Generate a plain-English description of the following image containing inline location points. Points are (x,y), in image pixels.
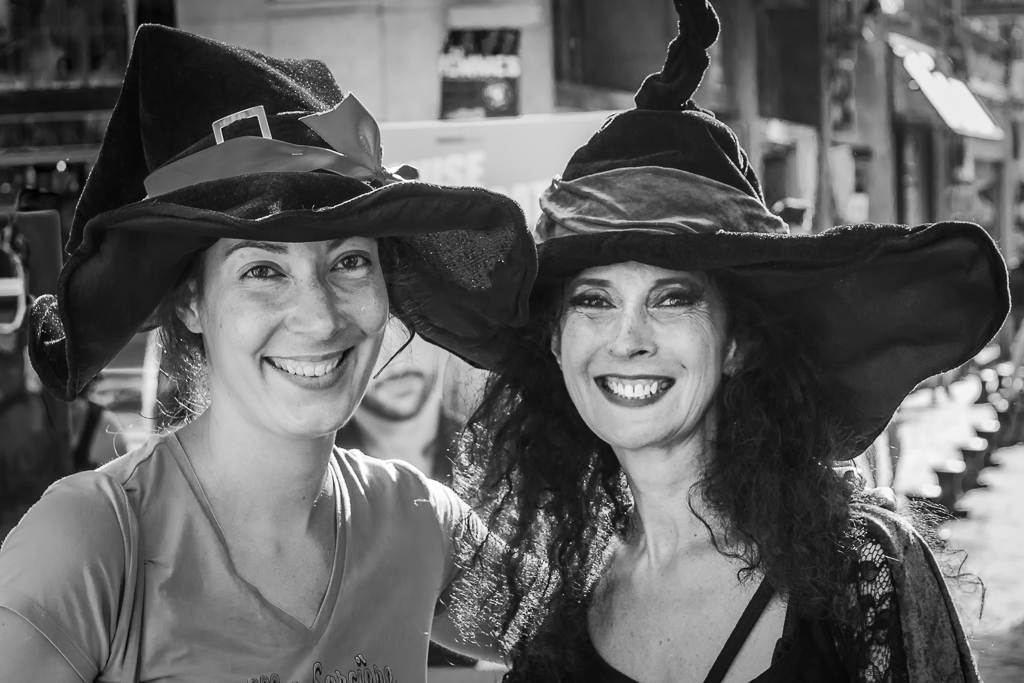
This is a black and white picture. Here we can see two women (602,398) and they are smiling. There is a blur background (1021,383). We can see a hoarding (406,161) and a building (924,194).
